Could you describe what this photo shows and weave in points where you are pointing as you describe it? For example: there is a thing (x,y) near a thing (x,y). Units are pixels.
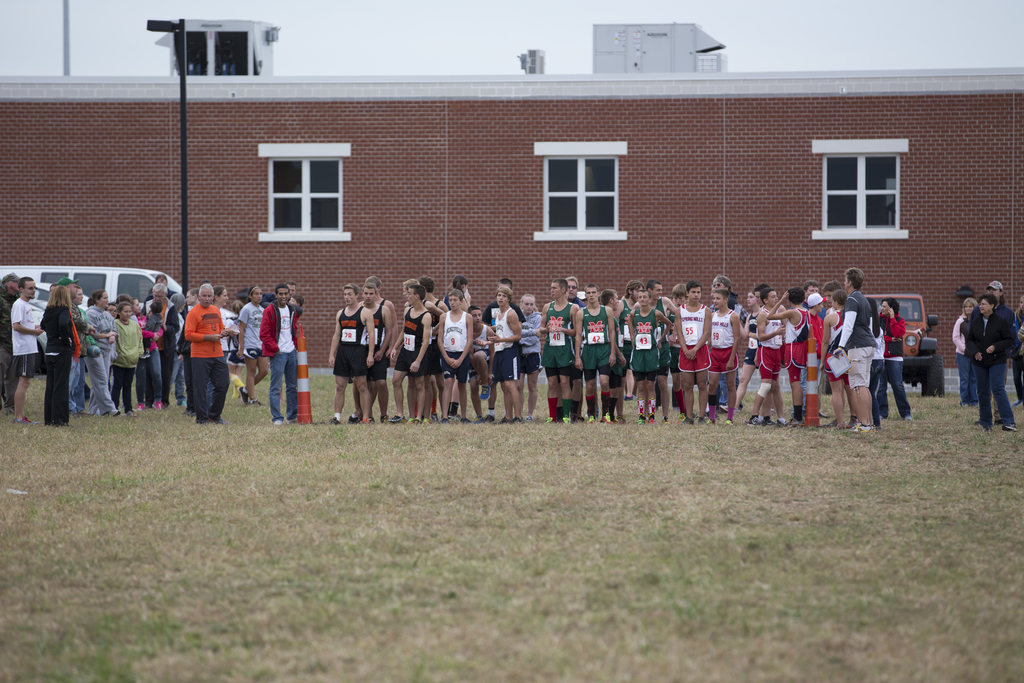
In the center of the image (424,347) we can see people (963,340) standing and there are vehicles (920,371). In the background (199,236) there is a building (348,273) and we can see a pole (167,28). At the bottom (429,543) there is grass (683,539). At the top (436,35) there is sky (440,50).
